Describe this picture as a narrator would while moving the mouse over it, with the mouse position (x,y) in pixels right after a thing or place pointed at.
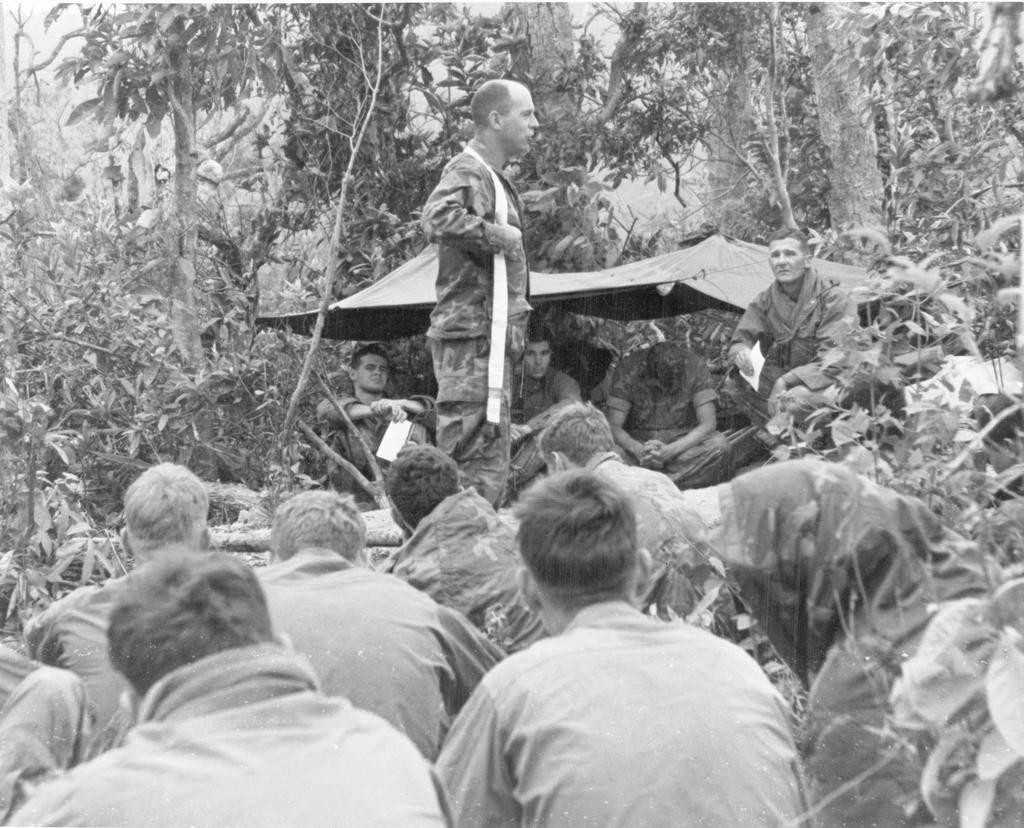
It is a black and white image. In this image we can see the people (859,514) sitting and we can also see a man (489,124) standing. There are many trees (678,178) and also the plants (905,658). We can also see the tent (669,262) for shelter.
